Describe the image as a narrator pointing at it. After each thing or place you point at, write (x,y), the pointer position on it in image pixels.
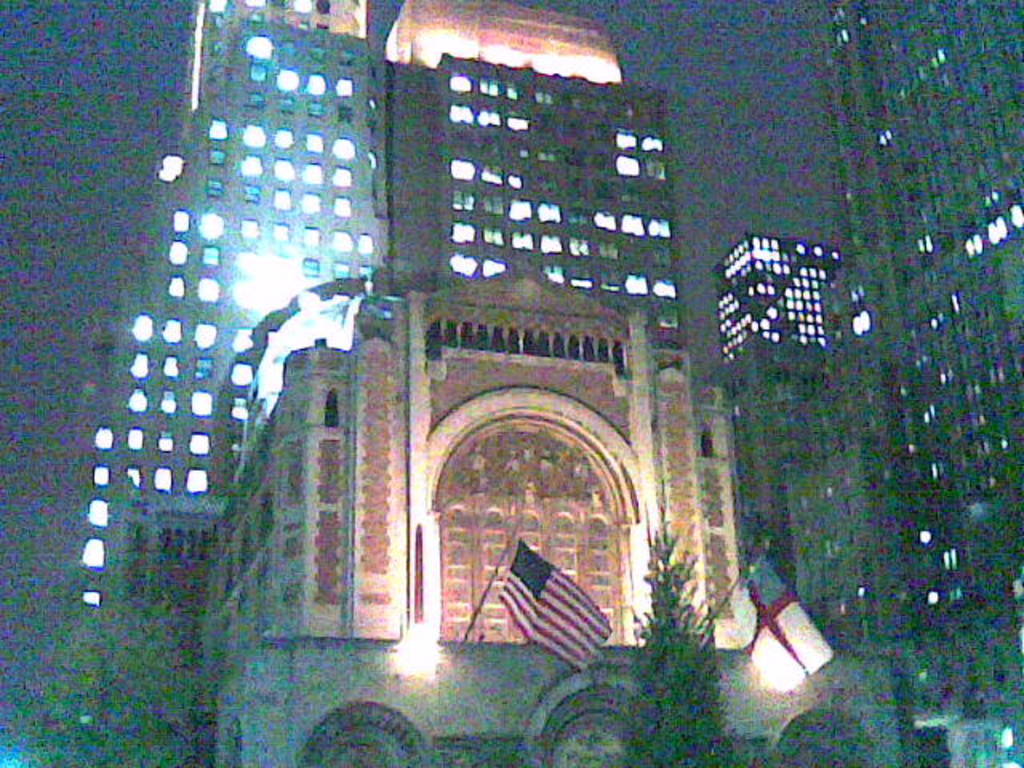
In this image, we can see few buildings (335,531) with walls (791,468) and lights (980,236). At the bottom (680,616), we can see a tree (677,714), few flags (803,659) with poles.
